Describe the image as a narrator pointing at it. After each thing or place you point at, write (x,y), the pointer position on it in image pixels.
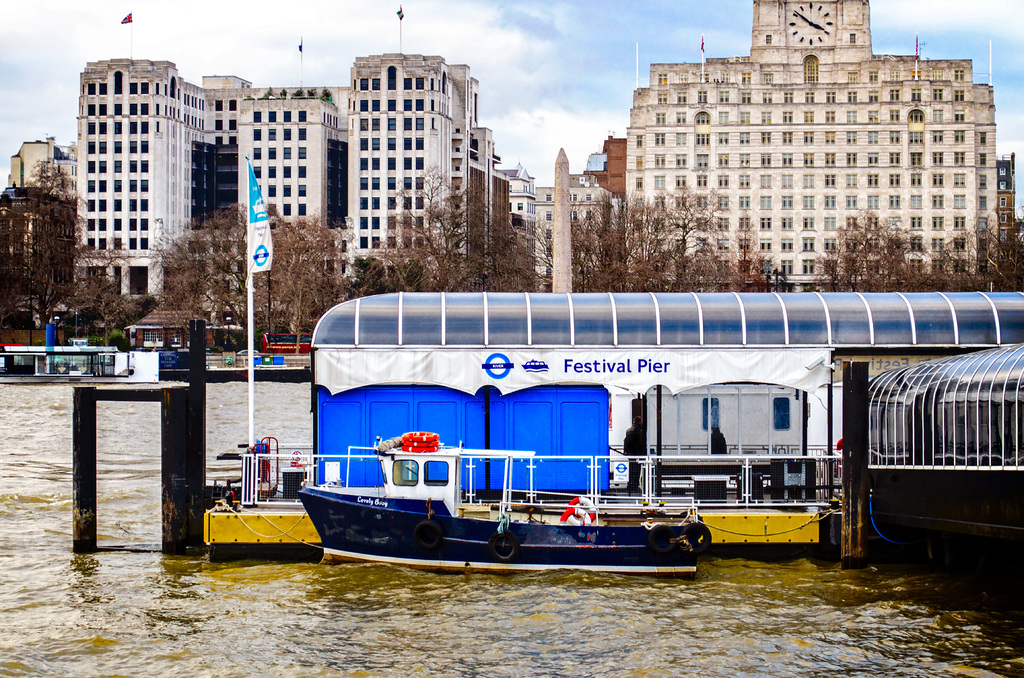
In this image we can see a pier (611,417) on the water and a boat (431,557) beside the pier (740,388) and there are few trees (231,307), buildings (620,166) with flags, a clock (816,30) on the building (826,40) and the sky (598,61) with clouds (191,9) in the background (591,42).
